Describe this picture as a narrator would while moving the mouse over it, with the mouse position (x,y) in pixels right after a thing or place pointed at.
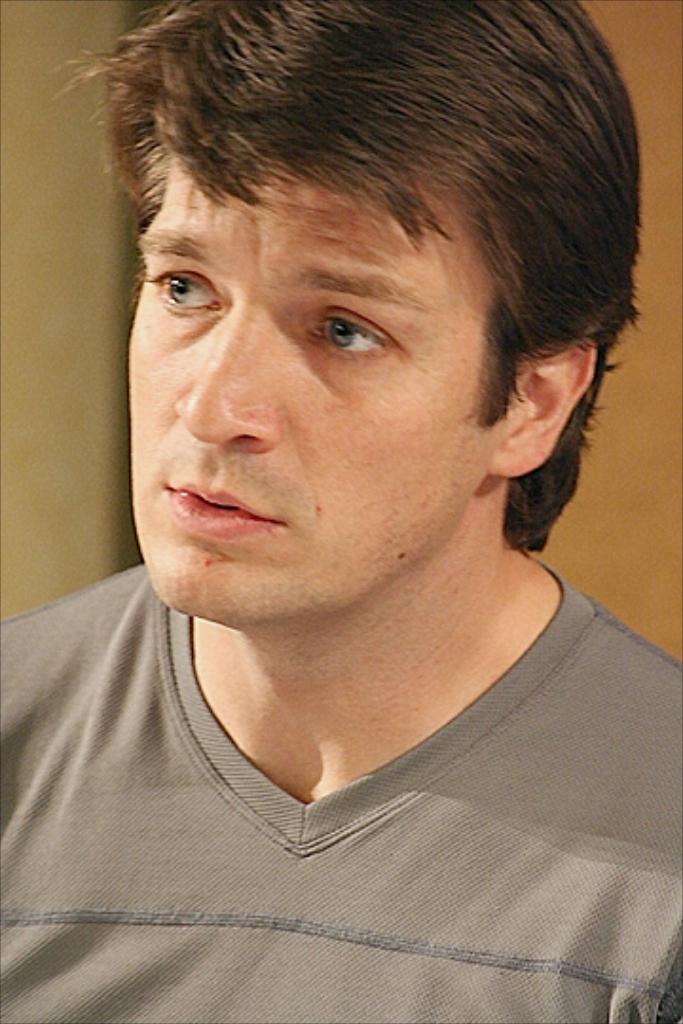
In the center of the image (396,532) there is a man (296,850). In the background (76,216) there is wall (73,414).
